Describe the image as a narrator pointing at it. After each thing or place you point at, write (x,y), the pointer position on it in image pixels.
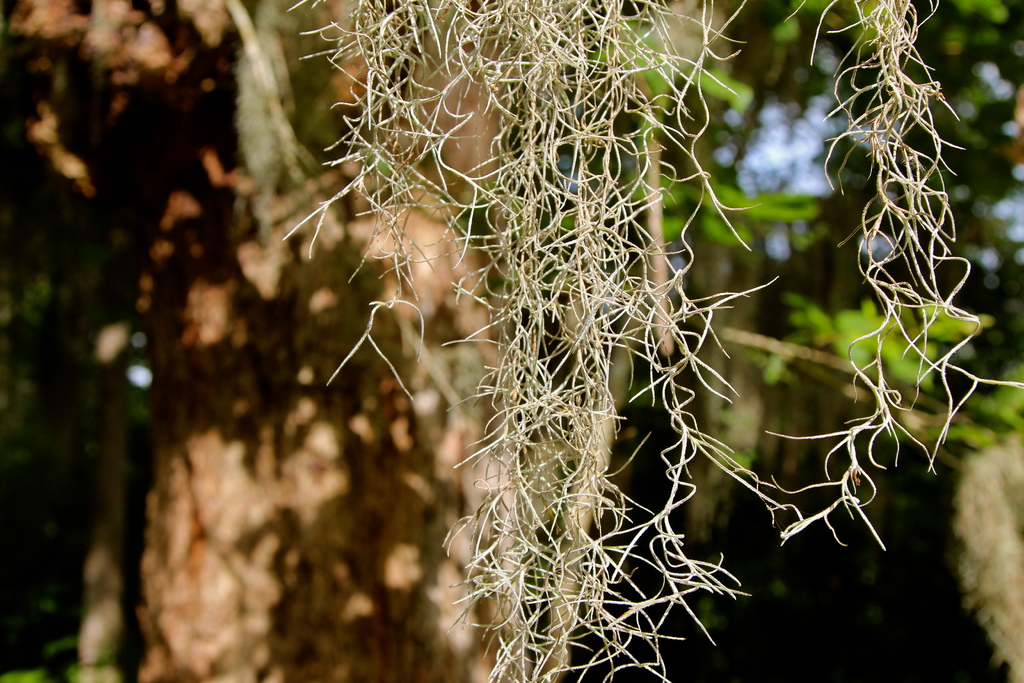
Here we can see a dried plant (498,389). Background it is blurry and we can see greenery (932,22).
